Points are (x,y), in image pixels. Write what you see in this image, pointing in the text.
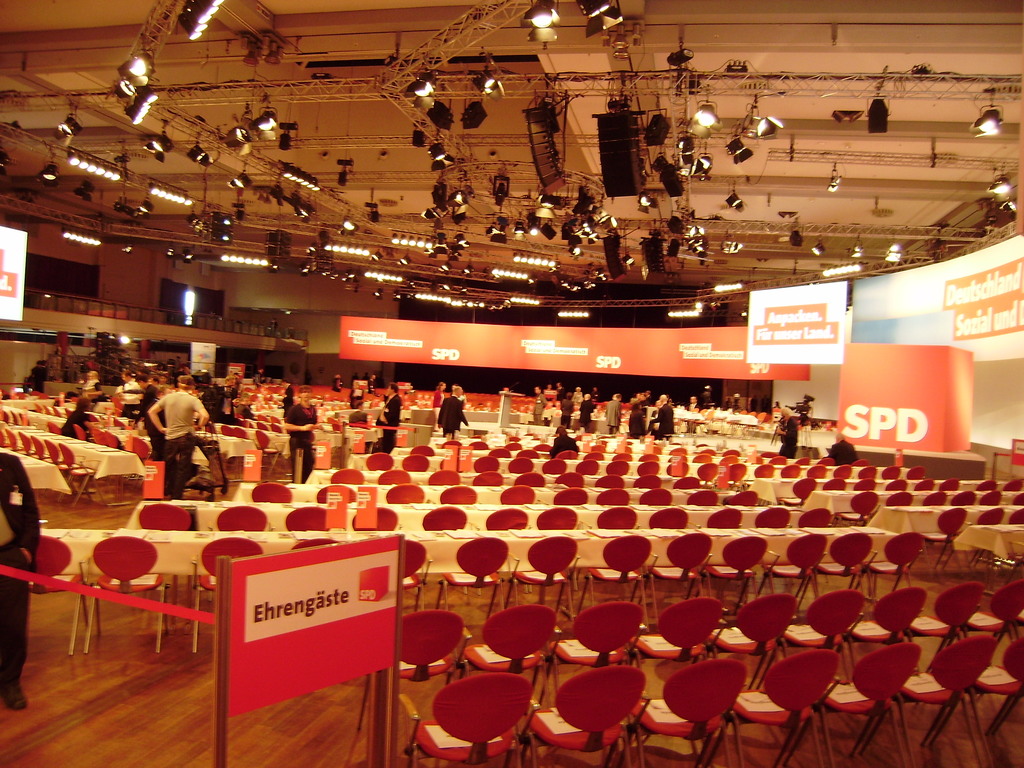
In this image in the center (666,429) there are some persons (23,487), and also i can see some chairs (199,576), boards (231,564), railing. And in the background (556,345) there are some boards (907,343), on the boards (795,351) there is text (564,351). At the top (341,118) there are some towers (896,163), lights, ceiling (420,152) and some other objects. And on the left side (246,302) there is wall (246,302) and some other objects (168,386), at the bottom (196,685) there is floor (196,685).
